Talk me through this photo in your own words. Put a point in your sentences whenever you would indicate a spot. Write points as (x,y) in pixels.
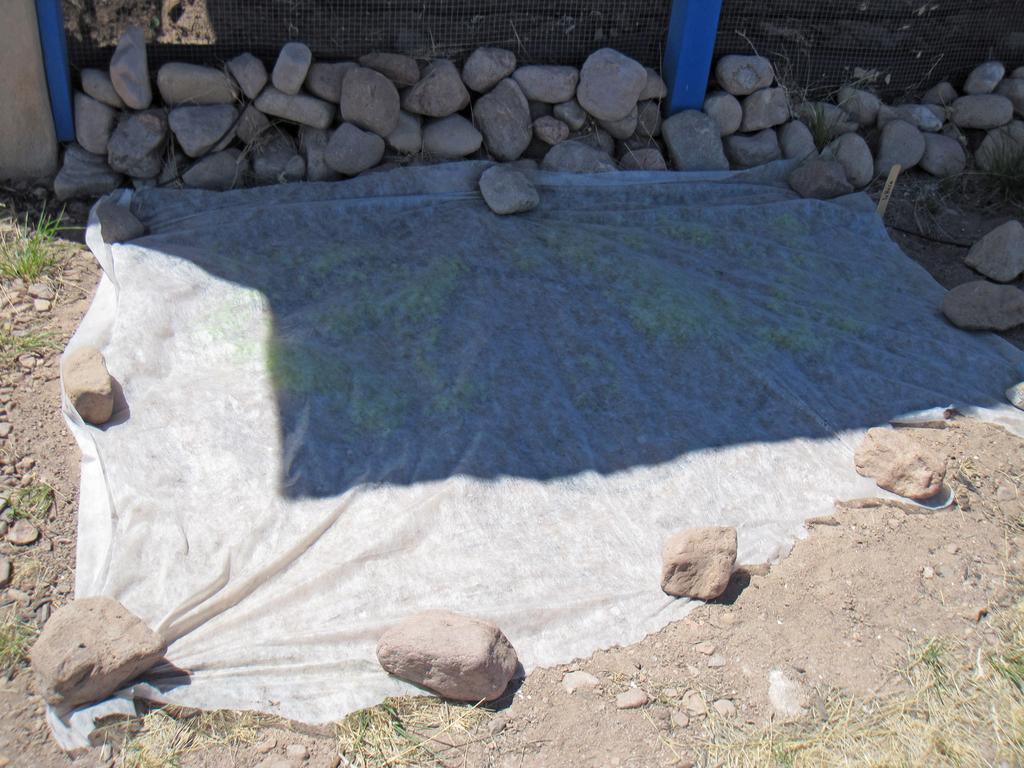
In this picture we can see a cloth (384,403) on the ground (684,677), here we can see stones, grass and in the background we can see a fence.
